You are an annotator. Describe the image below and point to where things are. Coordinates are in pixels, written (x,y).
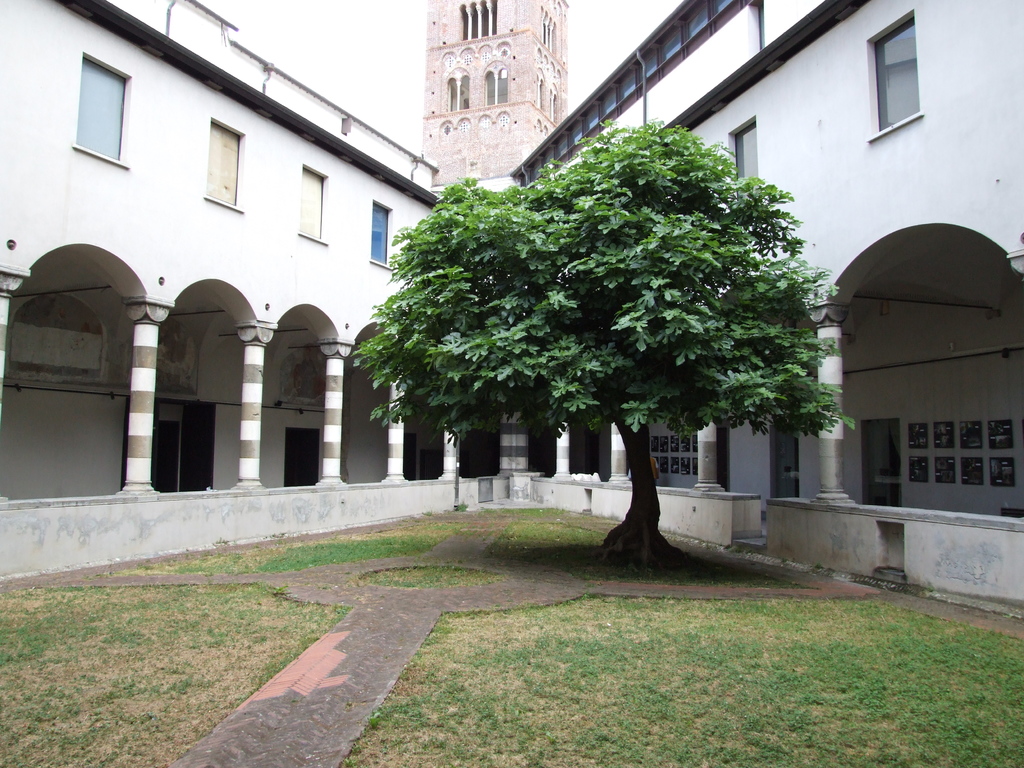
In this image in the front (437,660) there's grass (681,700) on the ground (690,616). In the center (634,361) there is a tree (594,357). In the background (659,435) there is a building (808,461) and there is a tower (481,72). On the right side (952,446) there are frames (1003,472) on the wall (935,488) and there are doors (775,457) and pillars (709,460). On the left side (166,447) there are doors (195,459) and pillars (256,468) and there are windows (324,211).
